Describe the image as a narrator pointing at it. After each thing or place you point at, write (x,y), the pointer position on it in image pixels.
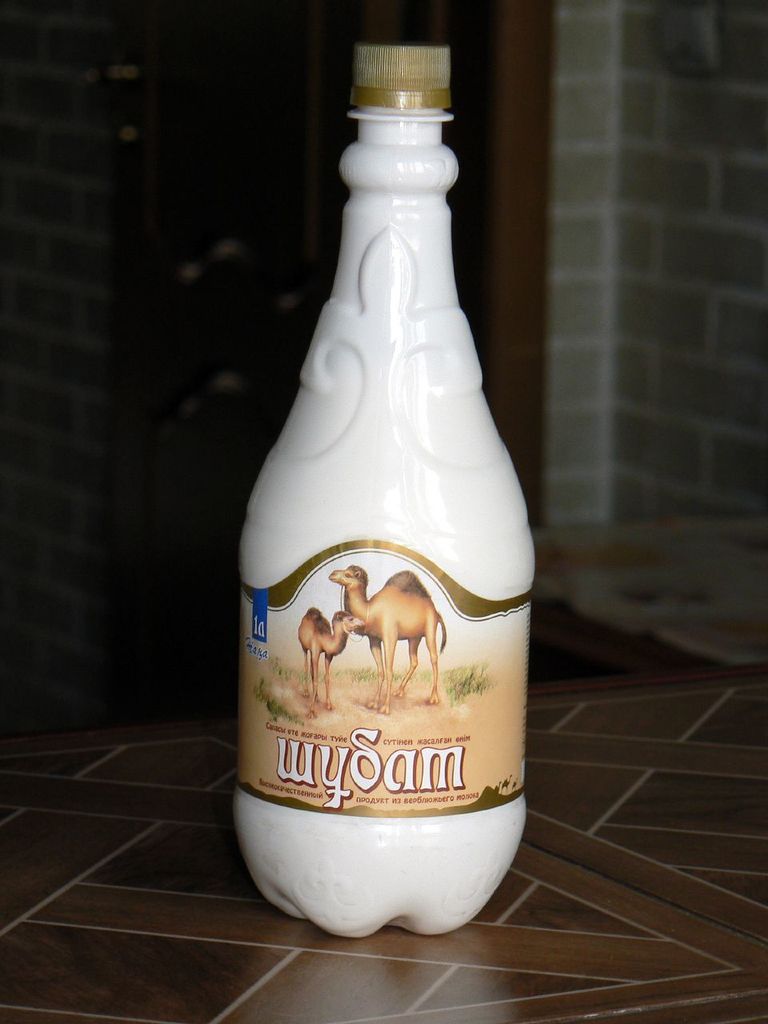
In this picture we can see bottle (274,891) on the table (165,919). On the background (734,120) we can see wall (692,413).
